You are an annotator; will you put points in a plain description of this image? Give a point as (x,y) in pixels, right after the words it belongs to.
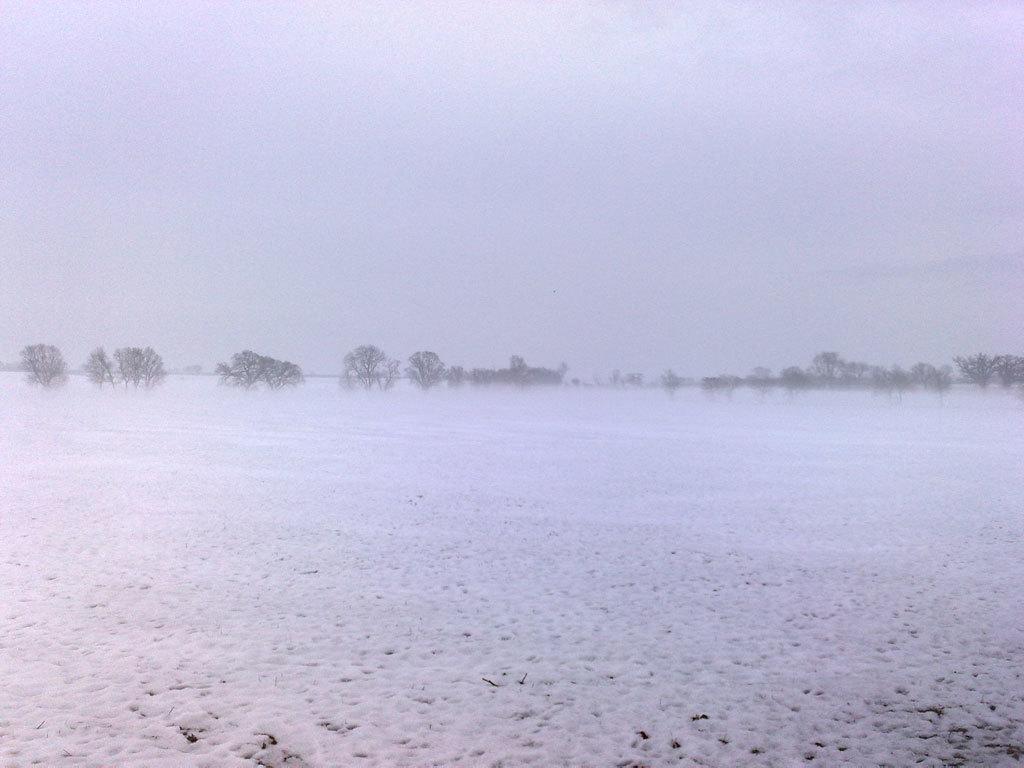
In this picture we can see snow (591,575) and trees (995,376). In the background (745,349) there is sky (731,170).
